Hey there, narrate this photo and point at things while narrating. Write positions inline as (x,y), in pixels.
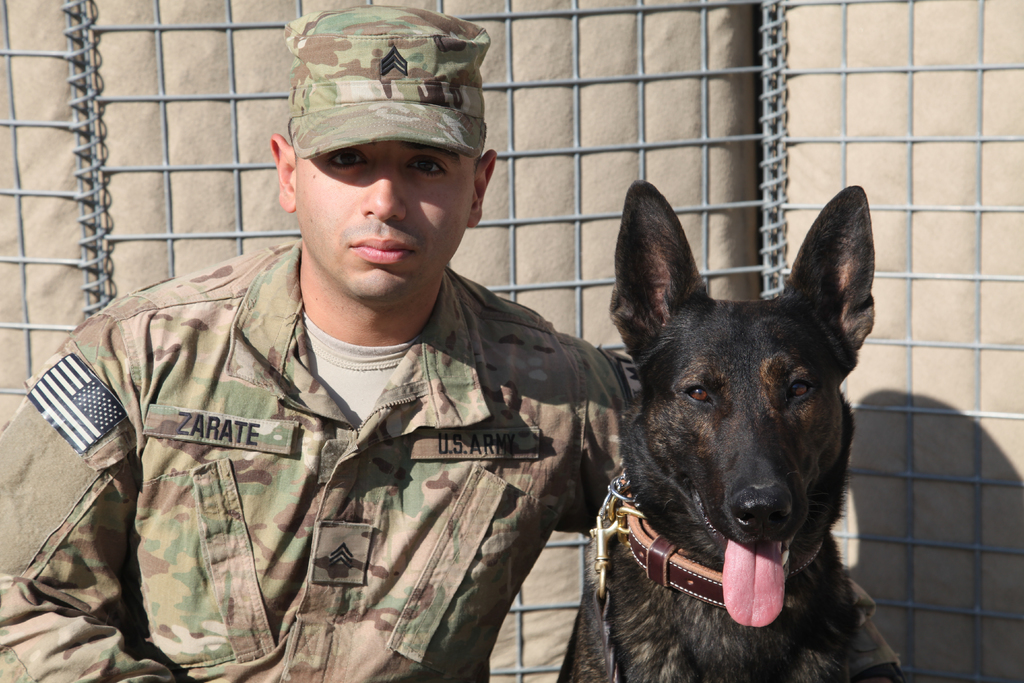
In this image, we can see a person (382,380) and dog (662,415). This person (454,606) is wearing clothes (180,512) and cap (299,151). In the background of the image (667,85), we can see some grills (238,177).
